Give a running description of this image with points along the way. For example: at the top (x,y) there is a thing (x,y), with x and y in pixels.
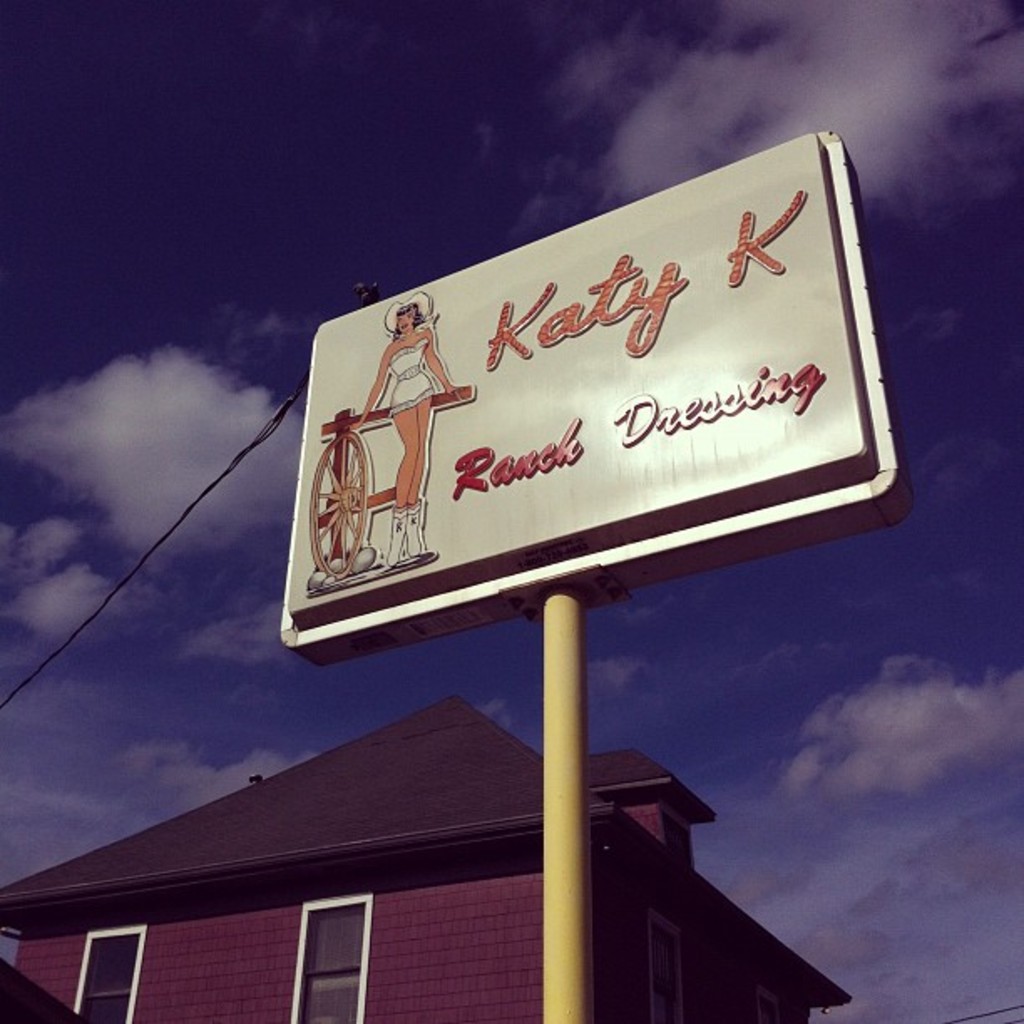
In the image I can see a house (535,854) and a yellow color pole (550,857) which has a board (544,574) attached to it. On the board (587,496) I can see something written on it. In the background (257,336) I can see the sky (184,528).
